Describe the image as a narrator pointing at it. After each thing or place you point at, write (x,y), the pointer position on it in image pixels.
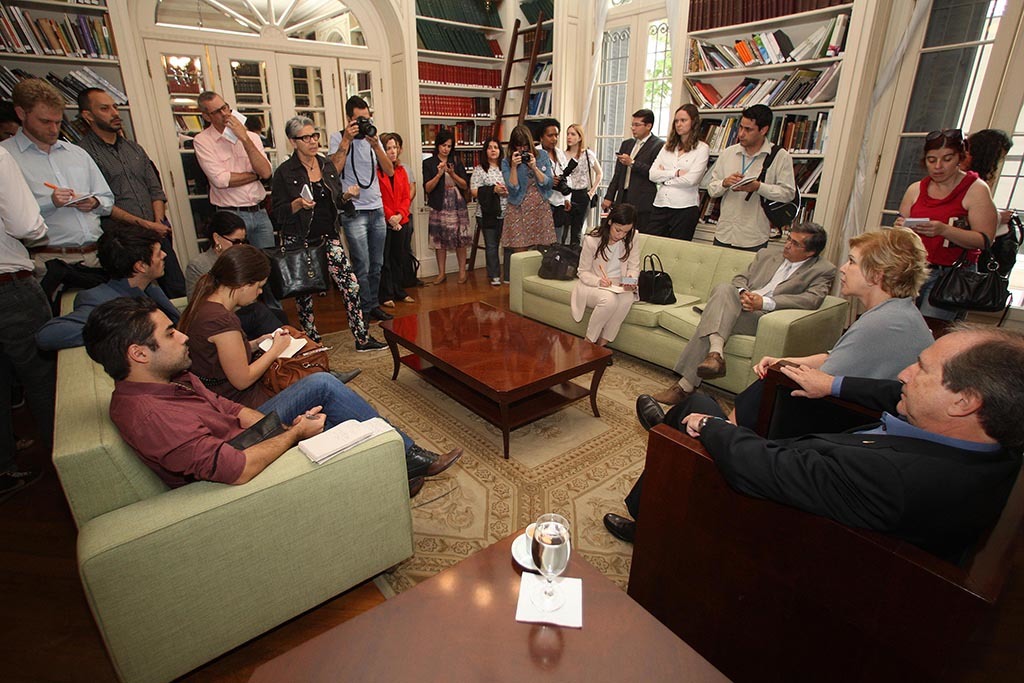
This picture is of inside the room (844,180). In the foreground (830,304) we can see the group of persons (602,288) sitting on the couch (344,486) and there is a center table (518,350) and we can see a floor carpet (575,483). In the foreground (489,626) we can see a table (616,633) on the top of which glasses (536,558) are placed. In a background (99,155) there are group of persons (79,139) standing in which there is a man (364,173) and a woman (531,171) holding a camera (530,156) and taking pictures and in the right (859,7) there is a shelf (822,155) containing books (774,37), a curtain (603,3), a ladder (516,40) and a door (606,88).
